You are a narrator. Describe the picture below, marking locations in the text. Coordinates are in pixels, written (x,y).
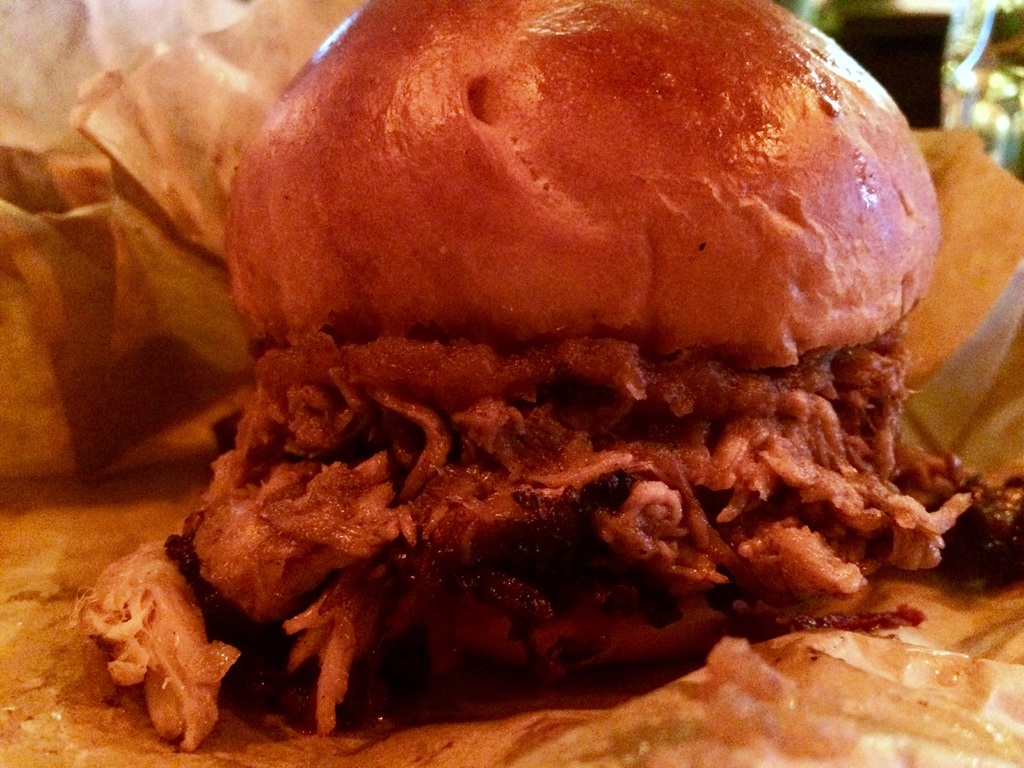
In this picture I can see in the middle (398,385) there is the food (720,396).
